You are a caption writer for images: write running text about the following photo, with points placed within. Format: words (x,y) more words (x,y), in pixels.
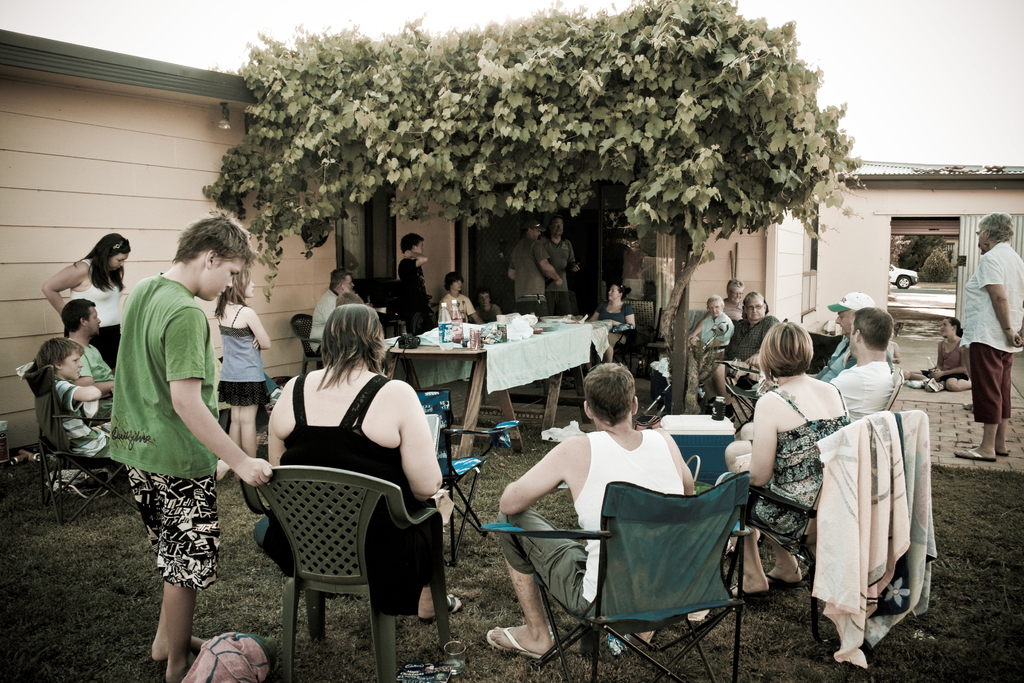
This image is clicked outside. There is a tree (598,82) on the top (673,159) and building (197,149) on the left side (55,220). There are so many people (246,286) sitting outside on chairs (791,541). There is a table (519,349) in the middle (592,335) which has cloth (492,351) on it and there are water bottles (460,329), boxes (499,338) on this table (545,326). There is a car (901,276) on the right side (890,283).
